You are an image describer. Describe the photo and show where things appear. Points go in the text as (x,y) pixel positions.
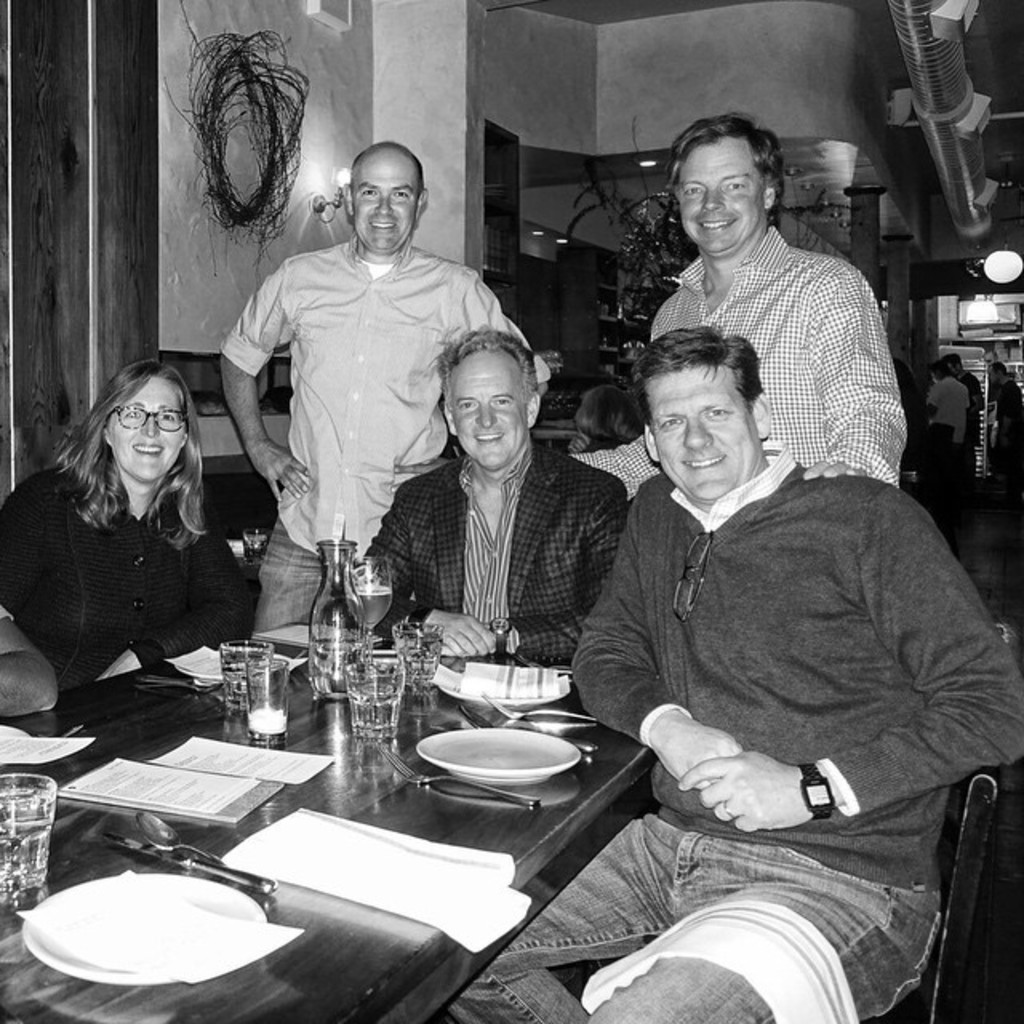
This picture describes about group of people (468,475), few are seated on the chairs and few are standing, in front of them we can find few plates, papers (270,765), glasses (422,667), bottle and other things (424,914) on the table (355,786), behind them we can find a pipe (904,12) and few lights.
